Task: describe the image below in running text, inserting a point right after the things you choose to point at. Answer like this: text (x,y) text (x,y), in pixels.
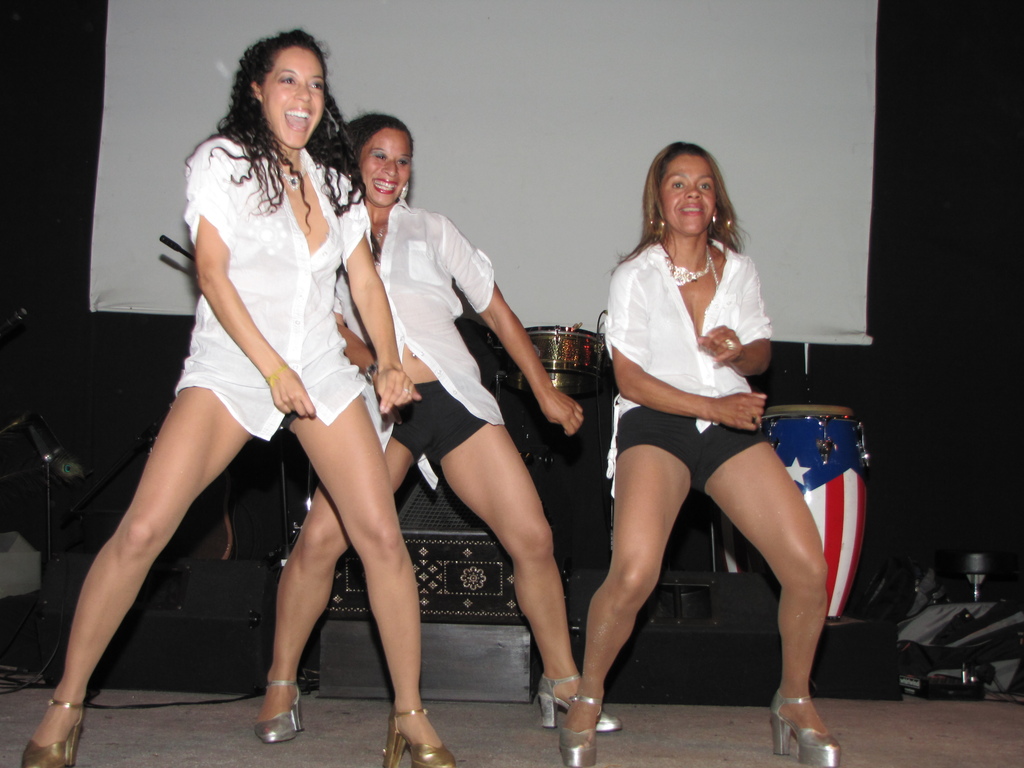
This 3 women (740,379) are dancing on a stage (255,753) as there is a movement in their legs (393,528) and hands (382,385). These are musical instruments (829,474). This is a white banner (691,109).
